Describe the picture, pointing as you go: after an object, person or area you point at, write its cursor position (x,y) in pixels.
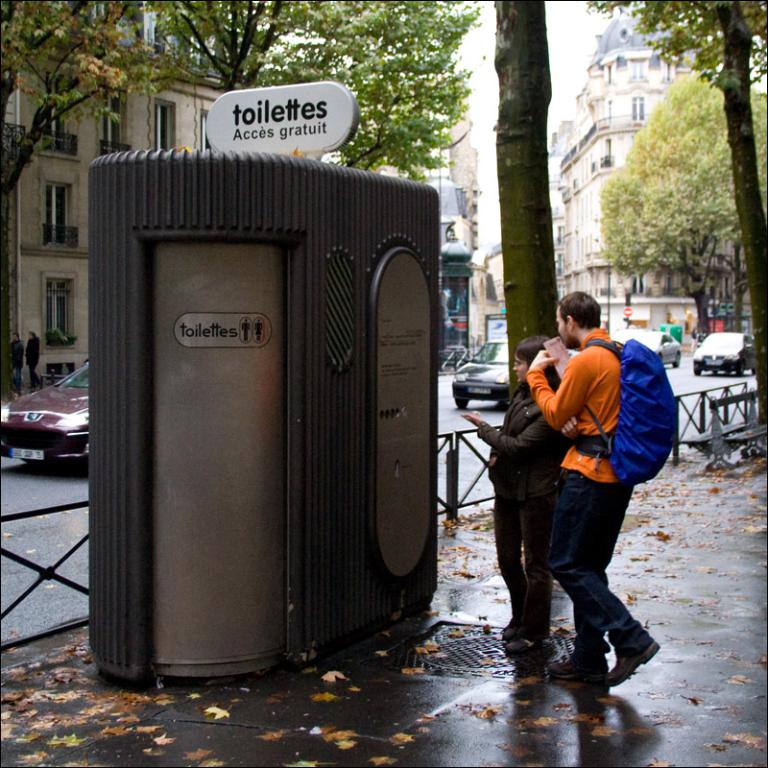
This is an outside view. On the left side (150,407) there is a cabin (281,246). At the top of it there is a board (274,126) with some text (272,138). Beside this a woman (504,482) and a man (611,419) are standing and looking at this. At the bottom (172,699), I can see many dry leaves (88,710) on the ground (172,707). In the background (620,250) there are many vehicles (465,362) on the road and also there are many trees (670,140) and buildings (607,111). At the top of the image (571,29) I can see the sky (575,34).
